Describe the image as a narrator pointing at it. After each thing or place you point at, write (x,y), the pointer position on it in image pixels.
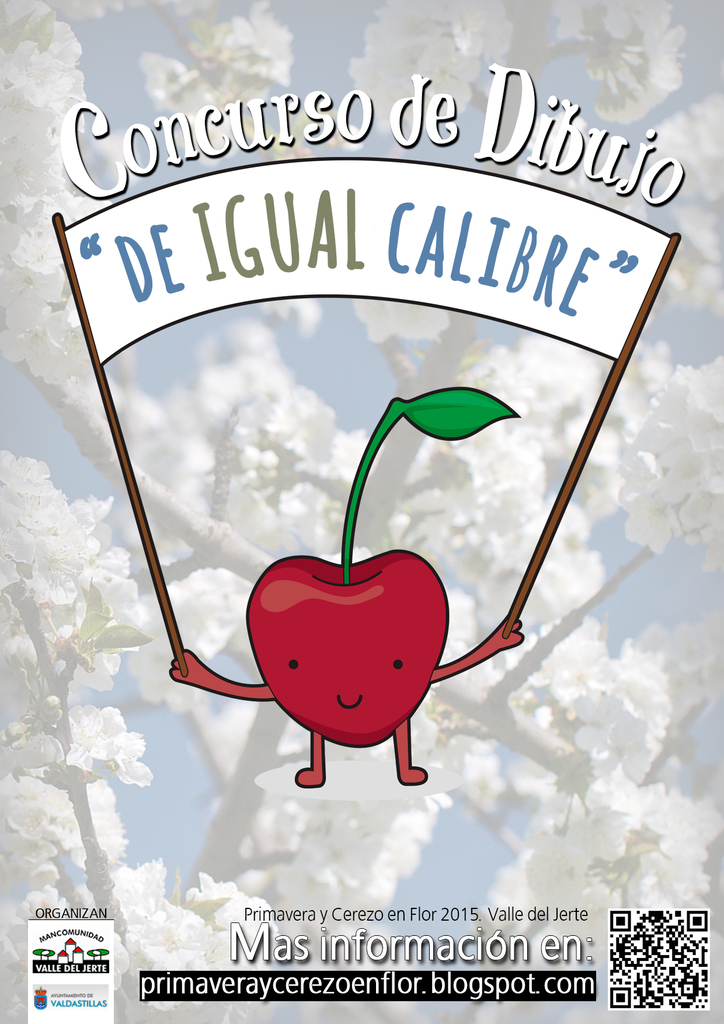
In this image we can see a graphical image of a cherry (408,631) having legs (314,739) and hands (210,687). In its hands (213,683) it is holding a banner (383,222) and in the background (105,683) we can see group of flowers (139,452).
